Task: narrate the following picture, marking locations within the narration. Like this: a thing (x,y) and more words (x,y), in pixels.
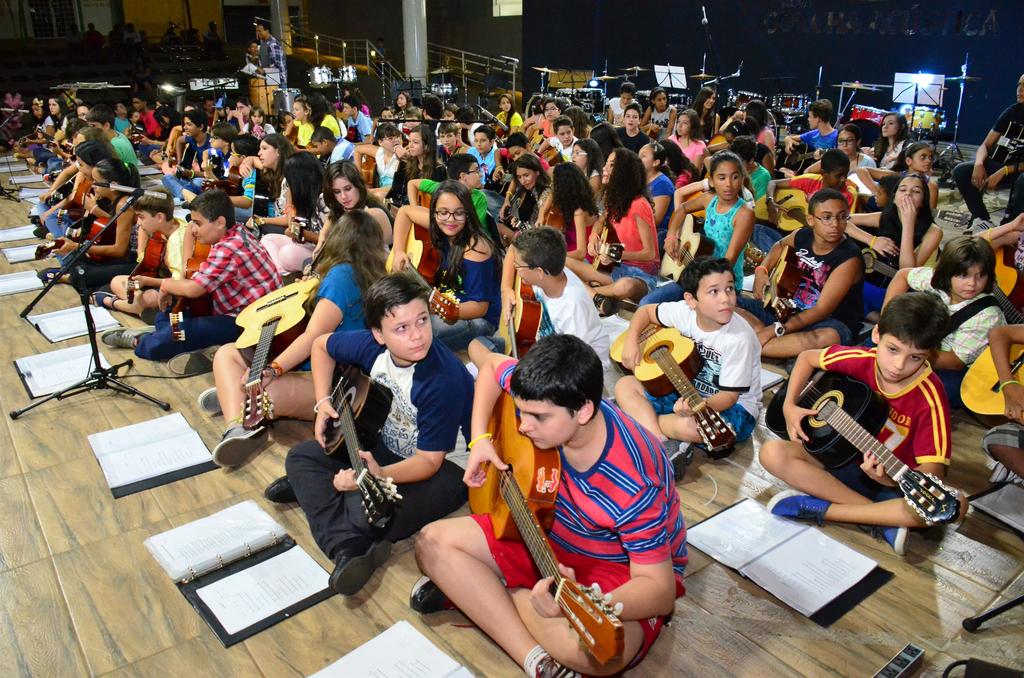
In this picture we can see a group of children's (313,236) sitting on floor (23,448) holding guitars (357,371) in their hands (251,224) and in front of them there are books (129,442) and here we can see mic (132,188) and in background (268,27) we can see some person (282,43) is standing, fence (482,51), wall (570,47).
